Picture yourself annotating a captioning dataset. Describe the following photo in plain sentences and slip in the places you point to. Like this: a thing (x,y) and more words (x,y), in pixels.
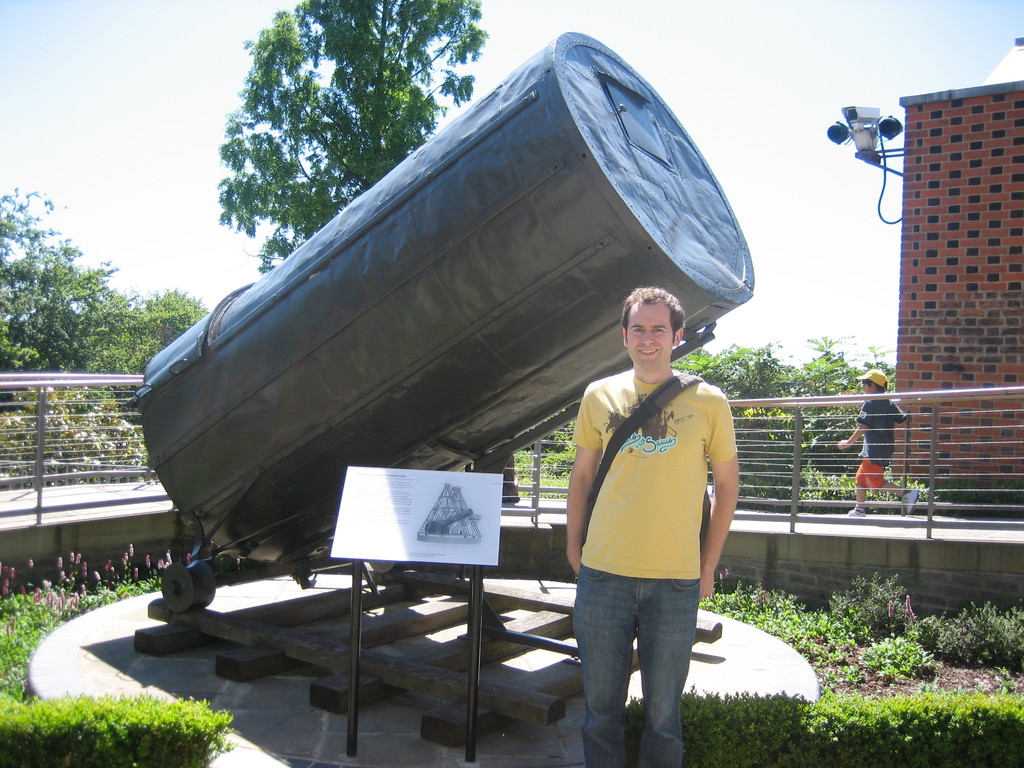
In the background (886,73) we can see sky (156,105) and it seems like a sunny day. These are trees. Here we can see a kid (892,488) wearing a cap (871,370) and shoes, walking on the path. We can see railing (948,440). We can see a man (638,553) wearing a yellow t-shirt (616,482). He is standing and smiling. We can see plants (930,699). This is a board (422,540) with a stand (475,668).
